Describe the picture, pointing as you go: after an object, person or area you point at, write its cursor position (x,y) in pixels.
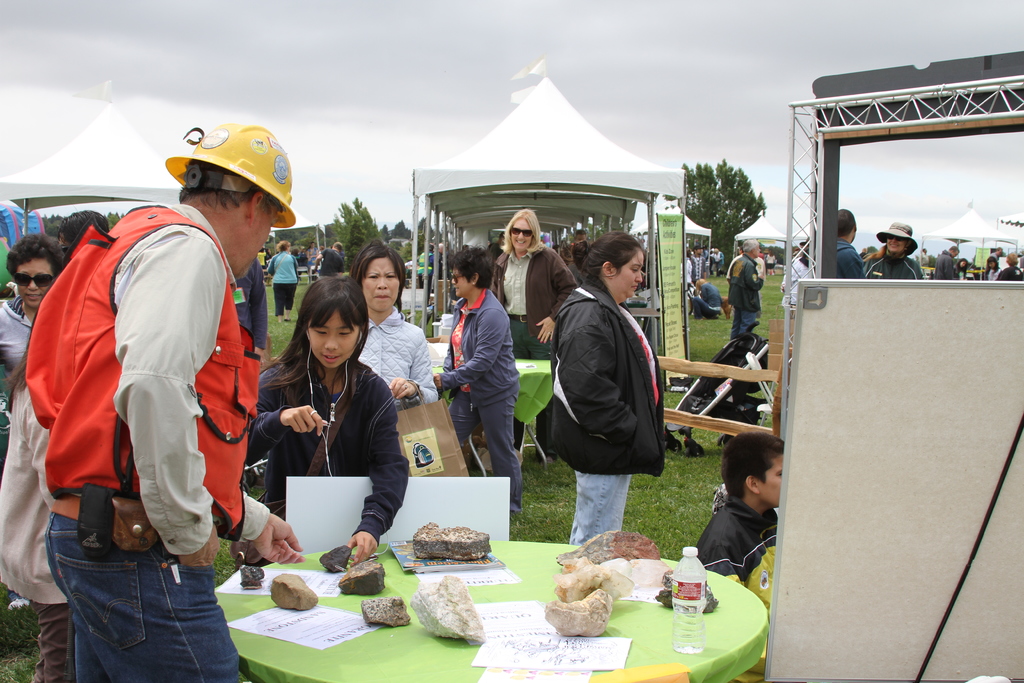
This picture shows few people (81,449) standing and we see few stones (253,567) and papers (477,575) on the table (257,649) and a water bottle (692,550) and we see few trees (723,211) around.
